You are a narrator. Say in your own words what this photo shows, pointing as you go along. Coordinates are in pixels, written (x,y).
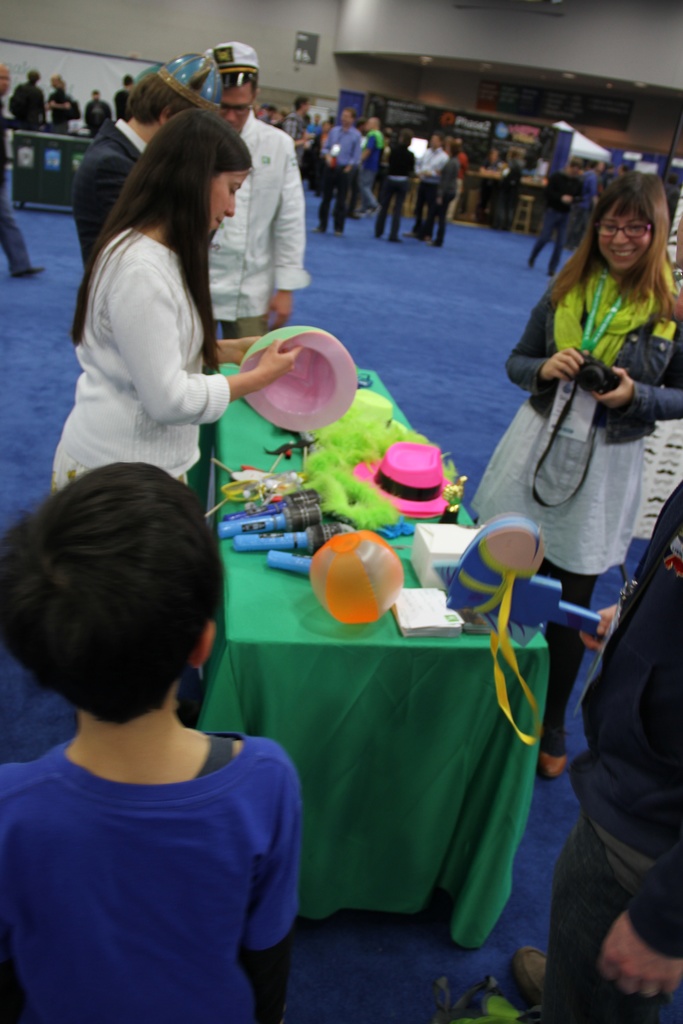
There is a woman (153,333) wearing white dress (148,355) is holding an object (298,358) in her hand (287,362) and there is a table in front of her which has few objects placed on it and there are few people (202,103) standing beside her and there is another woman (575,312) holding camera (590,385) and standing in the right corner (596,379) and there is another person (658,604) holding an object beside her.
